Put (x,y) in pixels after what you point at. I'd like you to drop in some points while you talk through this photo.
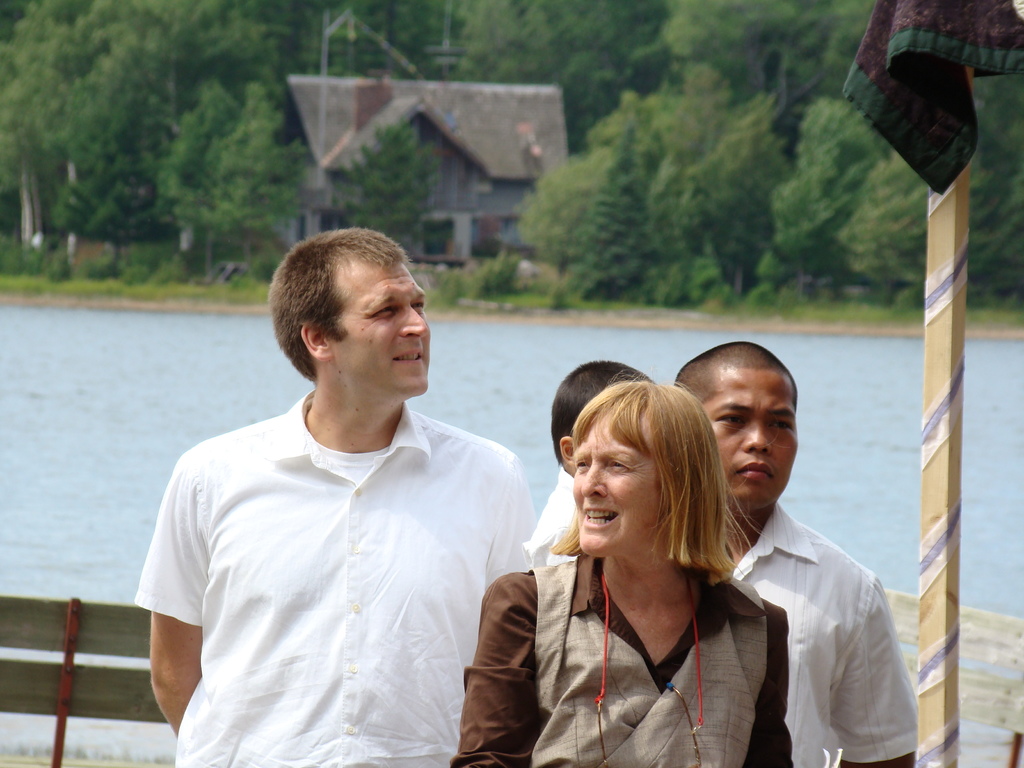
In this image we can see many trees (665,127) and plants (155,289). There are few people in the image. There is a lake (523,369) in the image. There are few benches (85,641) in the image. There is an object (942,315) at the right side of the image (932,374). There is a house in the image.
